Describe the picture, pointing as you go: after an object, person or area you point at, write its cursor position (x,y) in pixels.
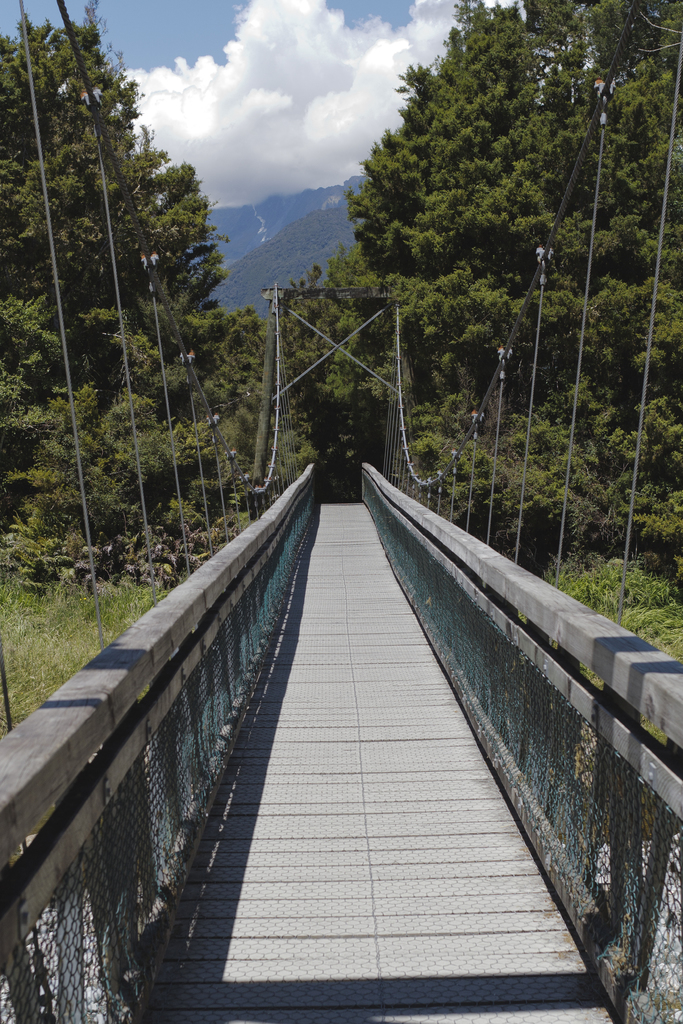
In this image we can see a rope bridge (262,524), on the other side of the bridge (128,388) there are trees (178,242) and mountains (295,253).
